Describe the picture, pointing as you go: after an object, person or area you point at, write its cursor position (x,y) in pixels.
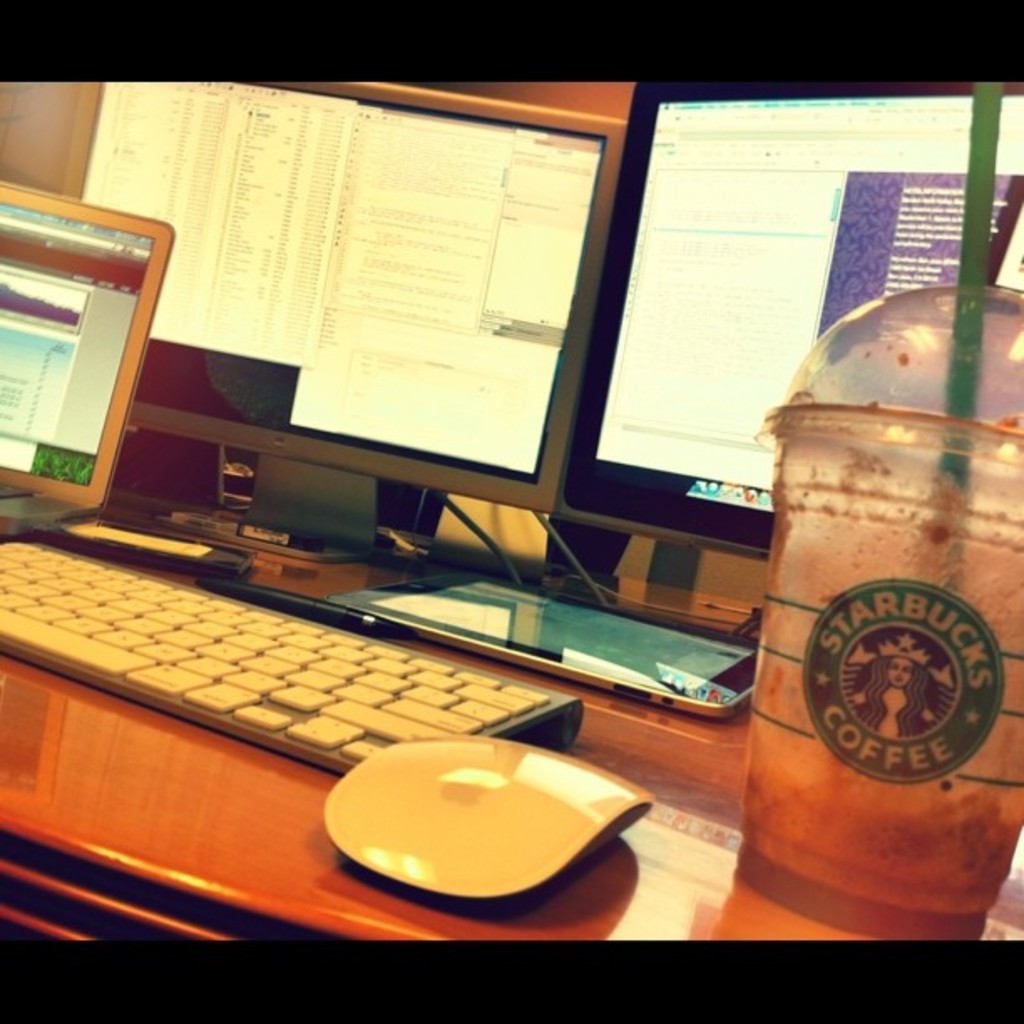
In this Picture we can see a Starbucks coffee cup (911,881), white color keyboard (367,730) and mouse (432,804) on the wooden table (133,737), Behind we can see three computer screens (640,270).
